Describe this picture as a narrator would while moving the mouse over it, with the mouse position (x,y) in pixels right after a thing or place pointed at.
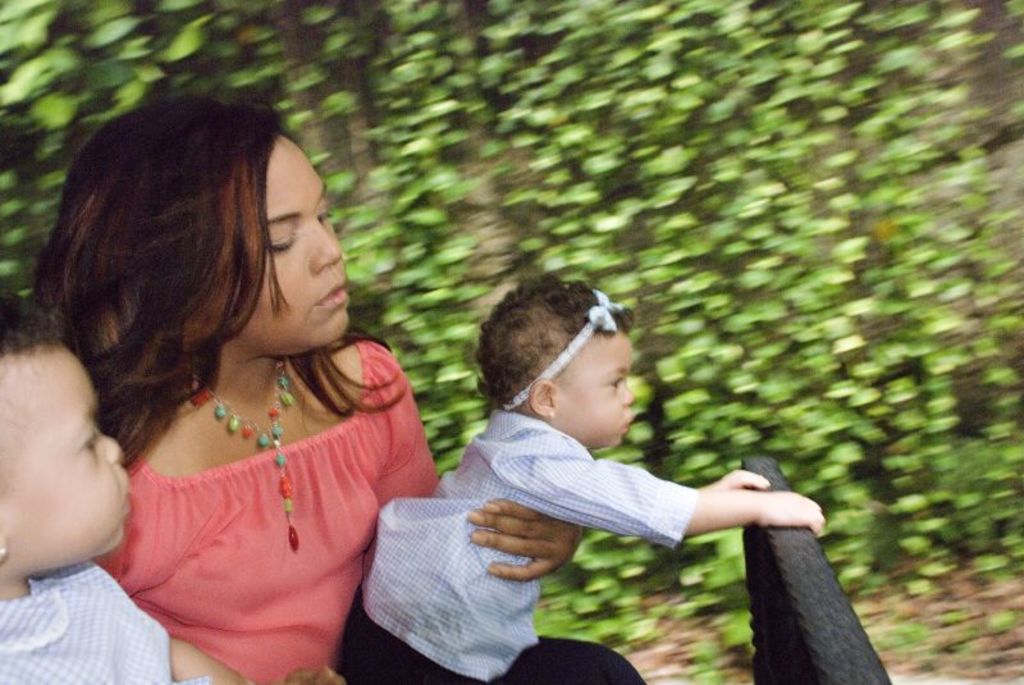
On the left side of the image (189,338) we can see a woman (290,411), she is holding two kids (455,614), in the background (648,195) we can find few plants (746,286).
